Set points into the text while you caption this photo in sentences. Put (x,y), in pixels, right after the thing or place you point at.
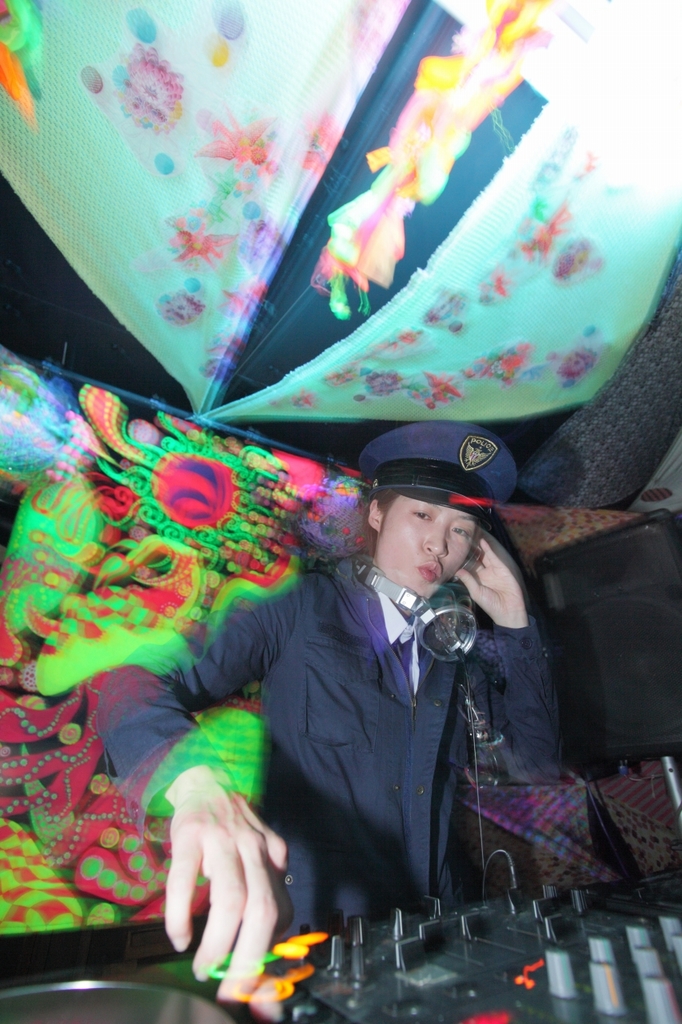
Here in this picture we can see a person (372,792) standing over a place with a cap (396,483) and headset (399,593) present on him and in the front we can see a mixer (669,1004) present and behind him we can see different colored curtains (65,235) present over there.
